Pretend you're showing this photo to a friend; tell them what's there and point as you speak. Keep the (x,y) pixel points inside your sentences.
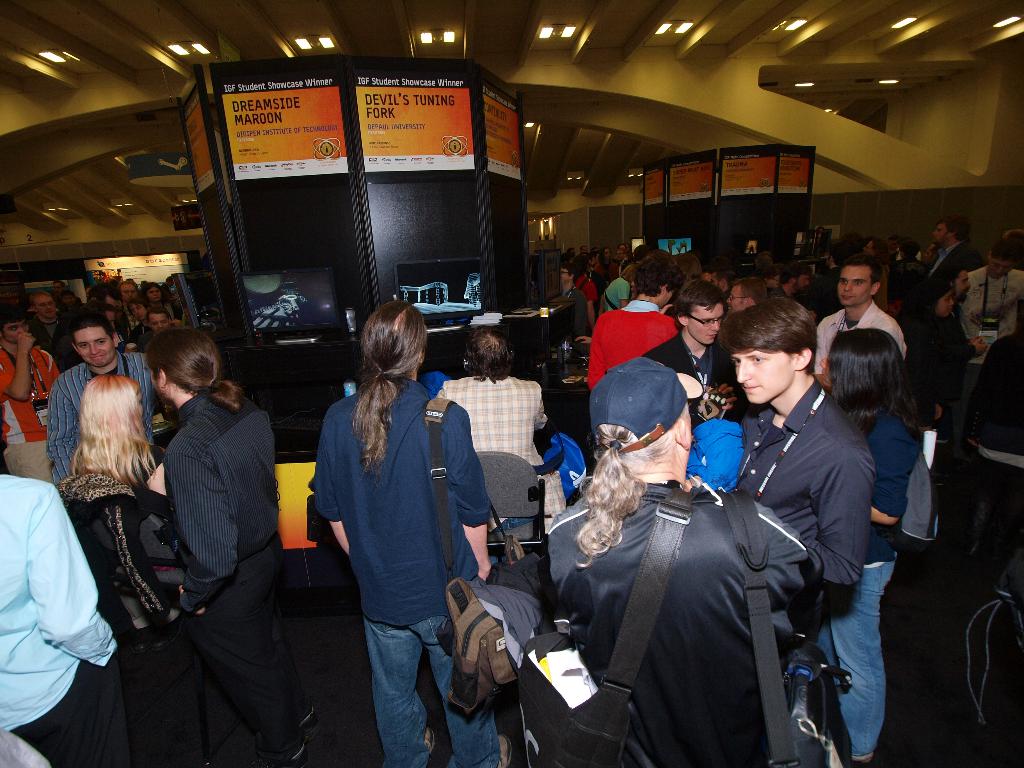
In the center of the image (500,354) there are people (57,595). At the top of the image (253,16) there is ceiling (90,45) with lights (52,52). To the right side of the image (961,205) there is wall (886,206).
